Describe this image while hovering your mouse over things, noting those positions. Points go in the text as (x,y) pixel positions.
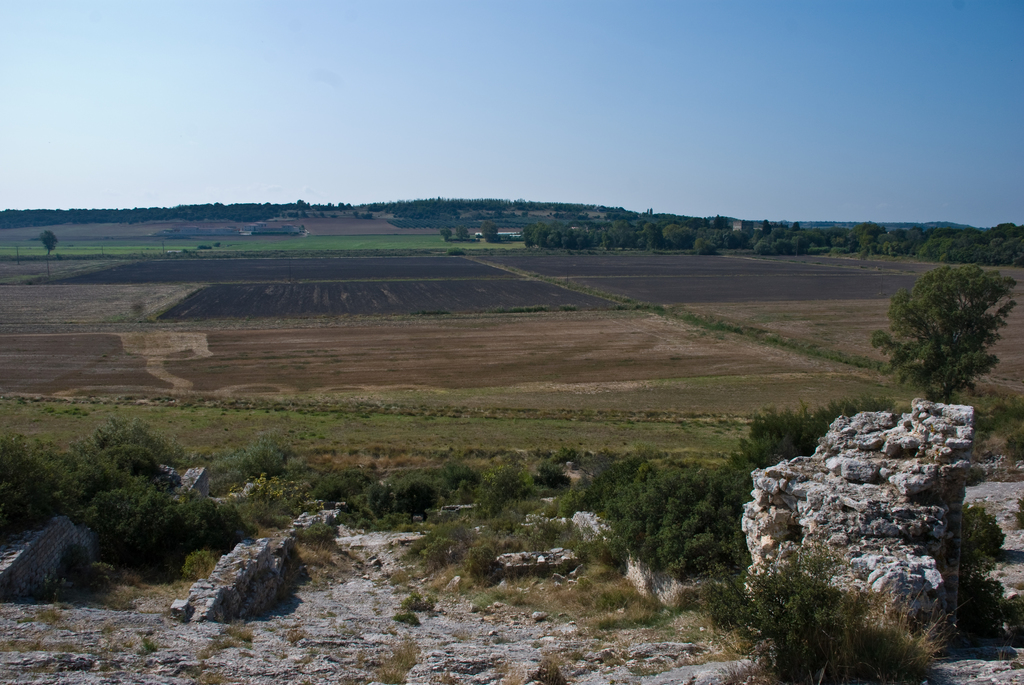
In this picture I can see grass (620,594), rocks (648,577), plants (440,490) and trees (541,248) on the ground (497,250). In the background (391,115) I can see the sky (423,122).
